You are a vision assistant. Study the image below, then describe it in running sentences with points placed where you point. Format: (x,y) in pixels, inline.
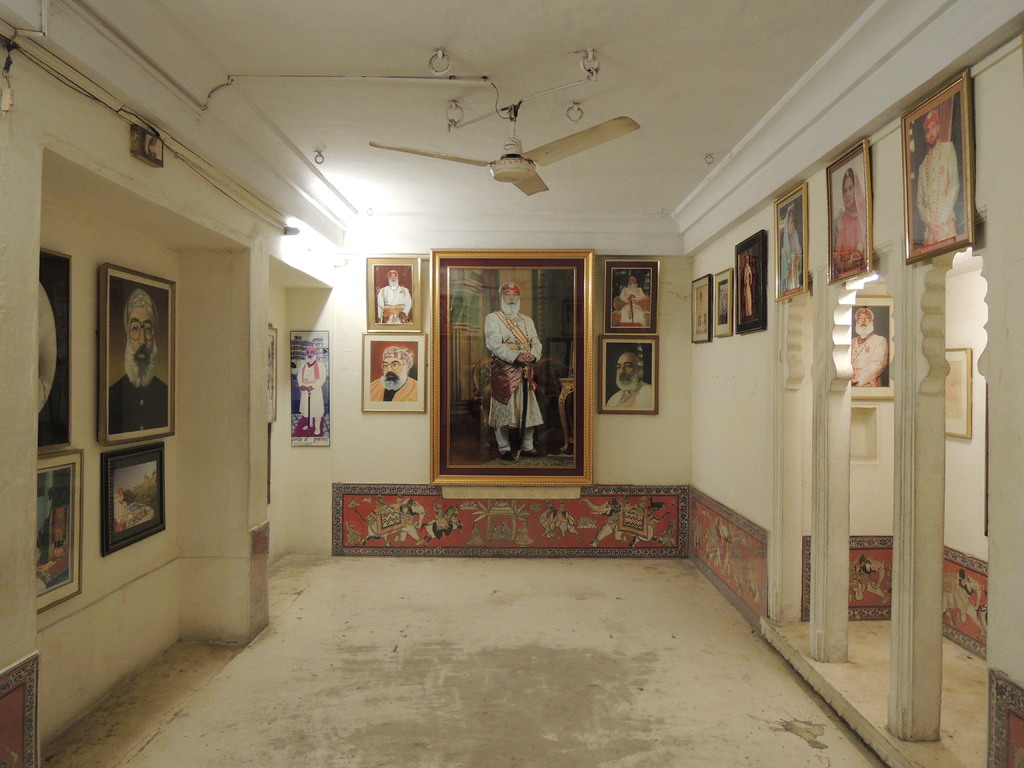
In the image there are many photo frames (51,365) attached to the walls (556,236) and on the right side (792,410) there are three pillars (912,519), behind the pillars (904,385) also there are two frames (964,409) attached to the walls (950,526).
